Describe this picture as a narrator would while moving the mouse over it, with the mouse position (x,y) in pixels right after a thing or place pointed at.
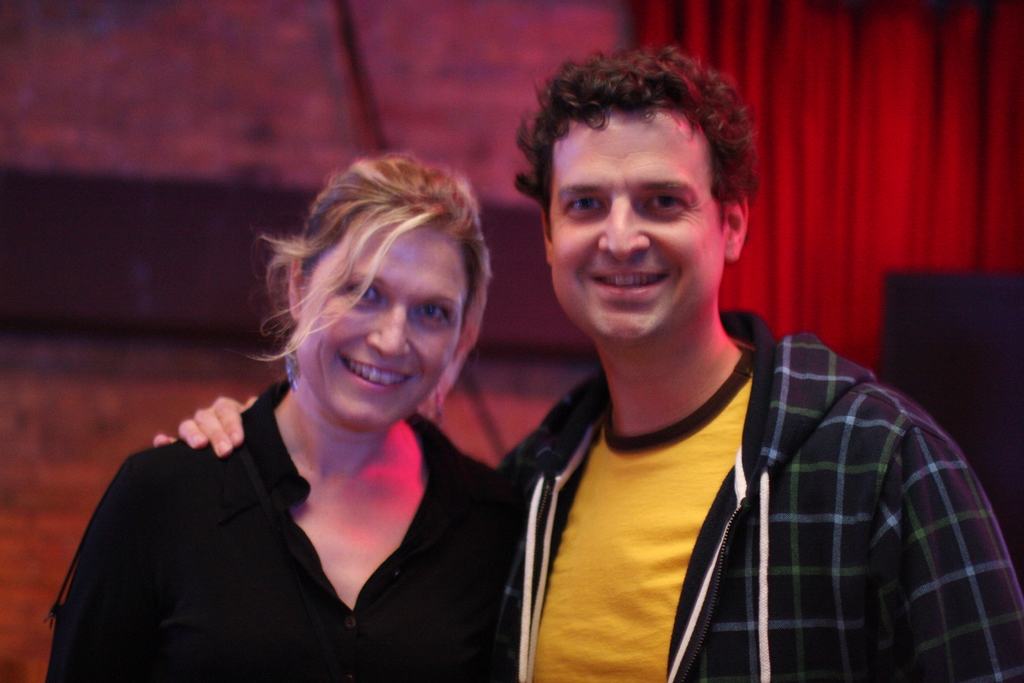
Here I can see a woman (419,411) and a man (598,414) are smiling and giving pose for the picture. In the background (265,97) there is a wall (277,47) and a curtain (874,168).
